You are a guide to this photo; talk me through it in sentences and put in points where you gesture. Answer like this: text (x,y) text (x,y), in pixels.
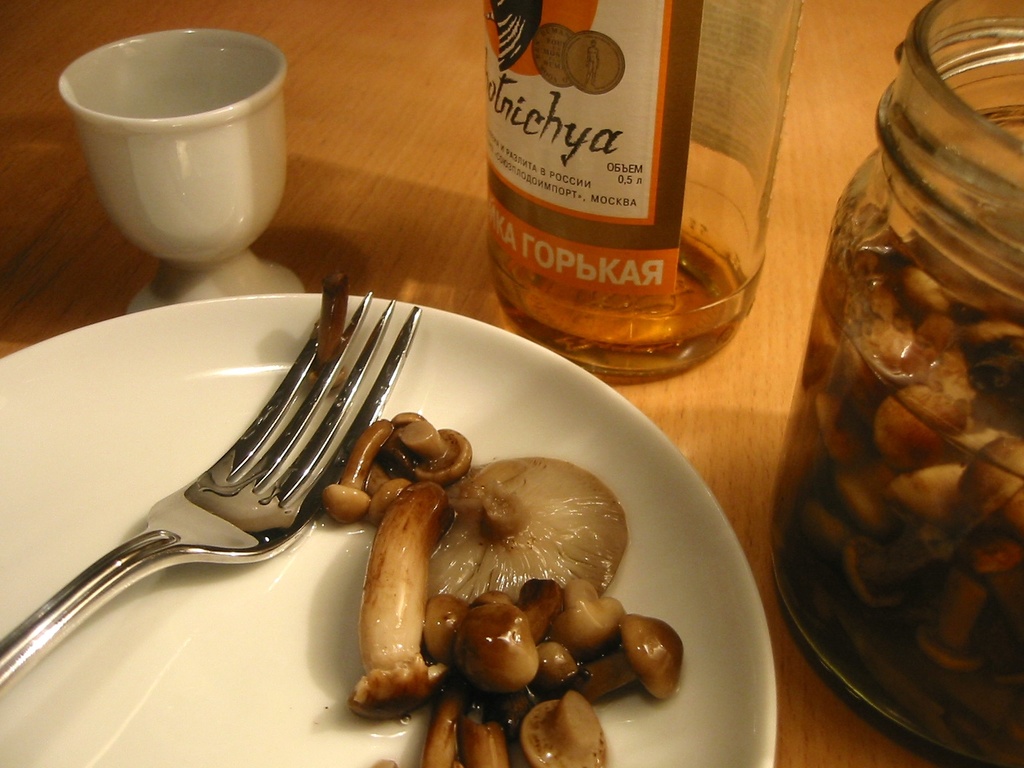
In this image there is a table (796,325) with a cup (270,156), a bottle (579,144), a jar (873,534) with mushrooms (943,307) and sauce (935,673), and a plate (332,765) with a fork (217,489) and mushrooms (508,563) on it.
